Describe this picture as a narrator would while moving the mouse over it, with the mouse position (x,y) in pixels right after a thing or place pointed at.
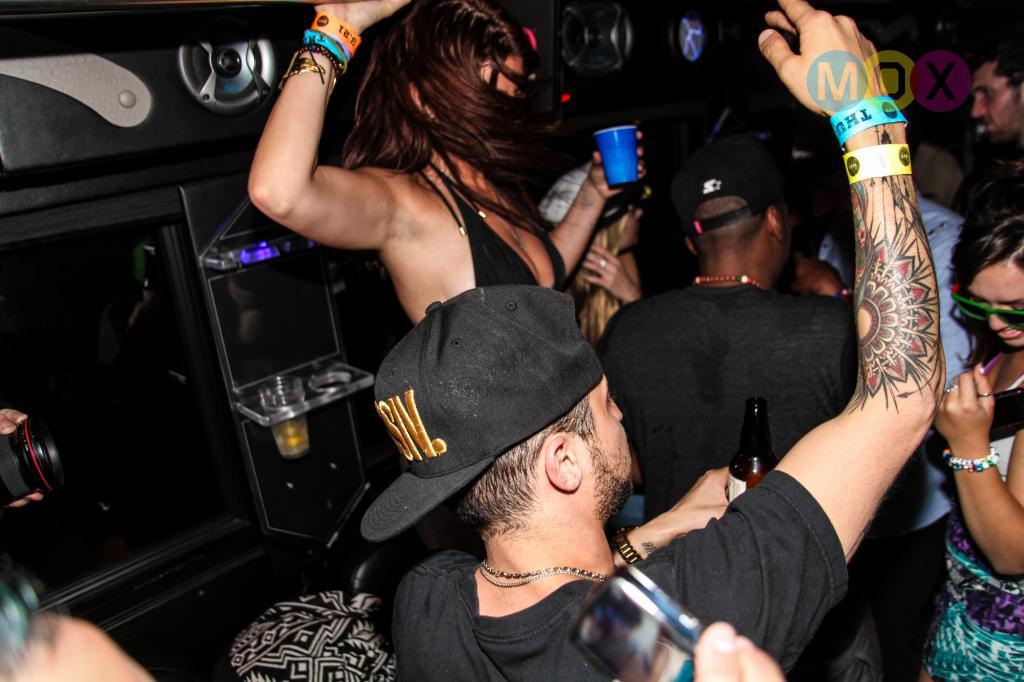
In this image there are persons (701,303) in dancing pose and holding cup (623,152), Bottle (762,440) and a camera (662,608). In the background (214,246) there is a music deck (207,110) and a glass (291,435) placed on it.
